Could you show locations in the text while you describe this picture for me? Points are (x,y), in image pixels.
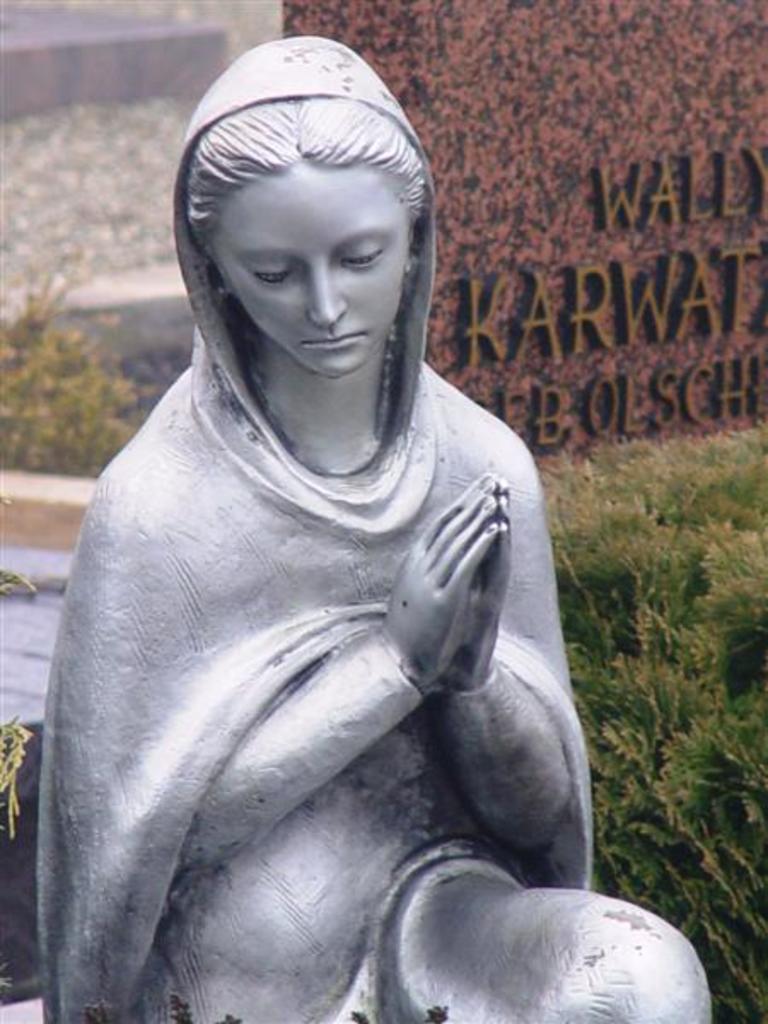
In the foreground (306,552) there is a sculpture of a woman (449,776). On the right (693,579) there are plants (660,575) and wall (628,298) with text (623,311) on it. On the left (21,623) there is a wooden object (16,679). The background (5,306) is not clear.
